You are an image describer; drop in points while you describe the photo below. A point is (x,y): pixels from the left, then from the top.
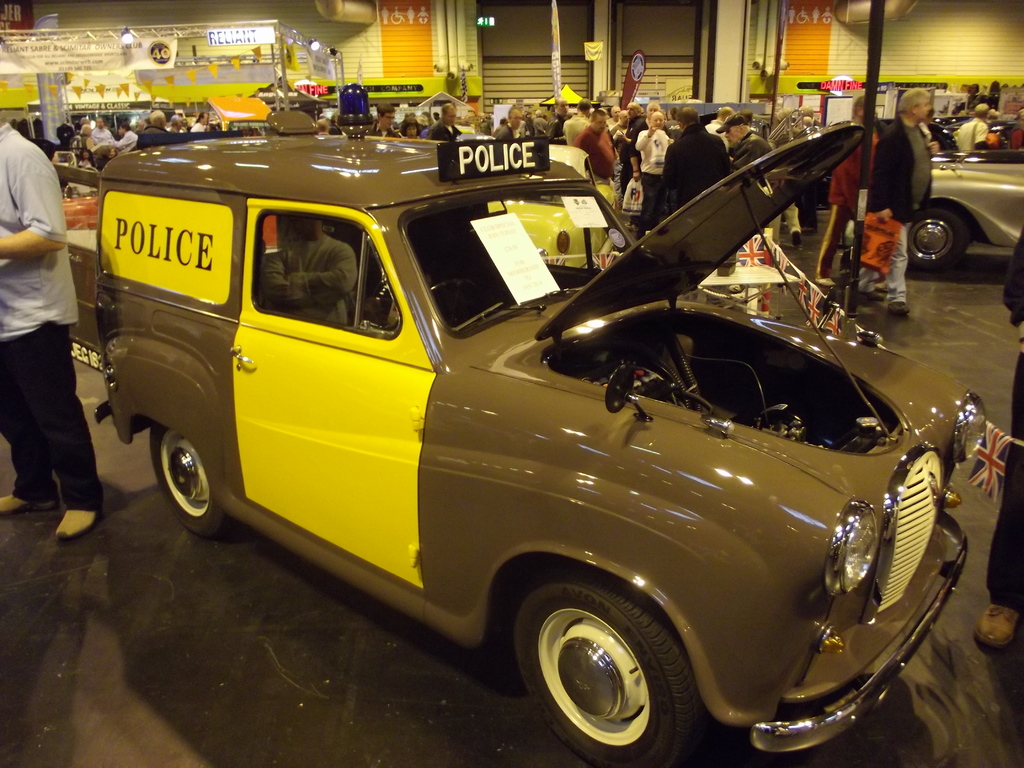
In this image we can see a group of people (599,133) are standing on the floor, there is the car (548,393), there is the windshield (531,240), there are the tires (203,458), there is the pole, there are the lights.
